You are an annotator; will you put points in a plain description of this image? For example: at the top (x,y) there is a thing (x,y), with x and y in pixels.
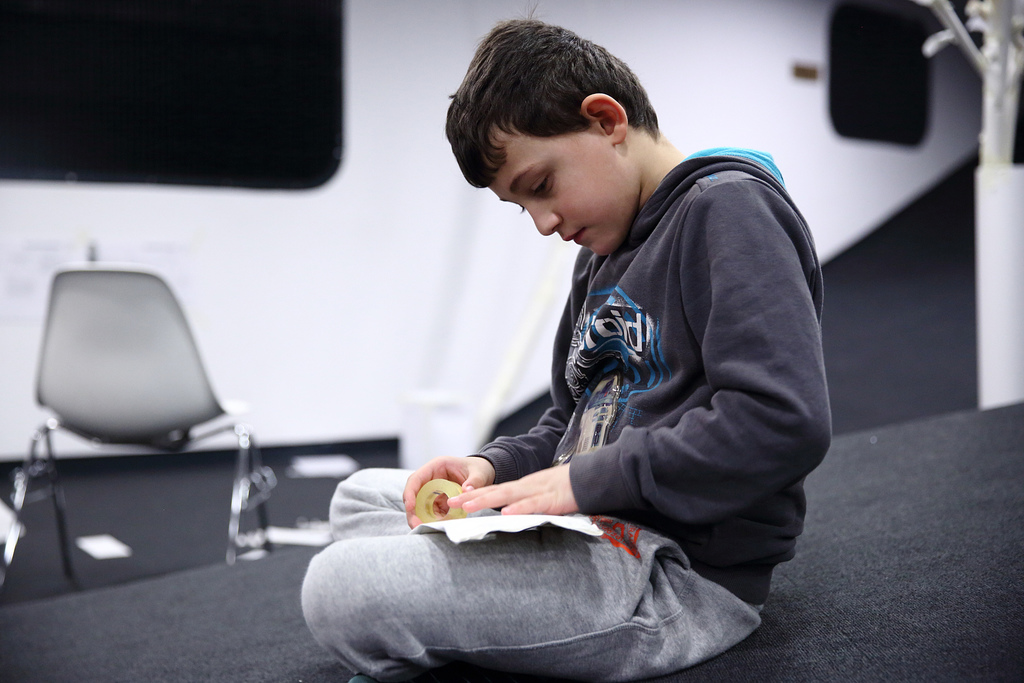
In this image we can see a boy (561,505) is holding something in the hands (441,509). In the back (180,359) there is a chair (179,343). And the boy (664,322) is sitting.
